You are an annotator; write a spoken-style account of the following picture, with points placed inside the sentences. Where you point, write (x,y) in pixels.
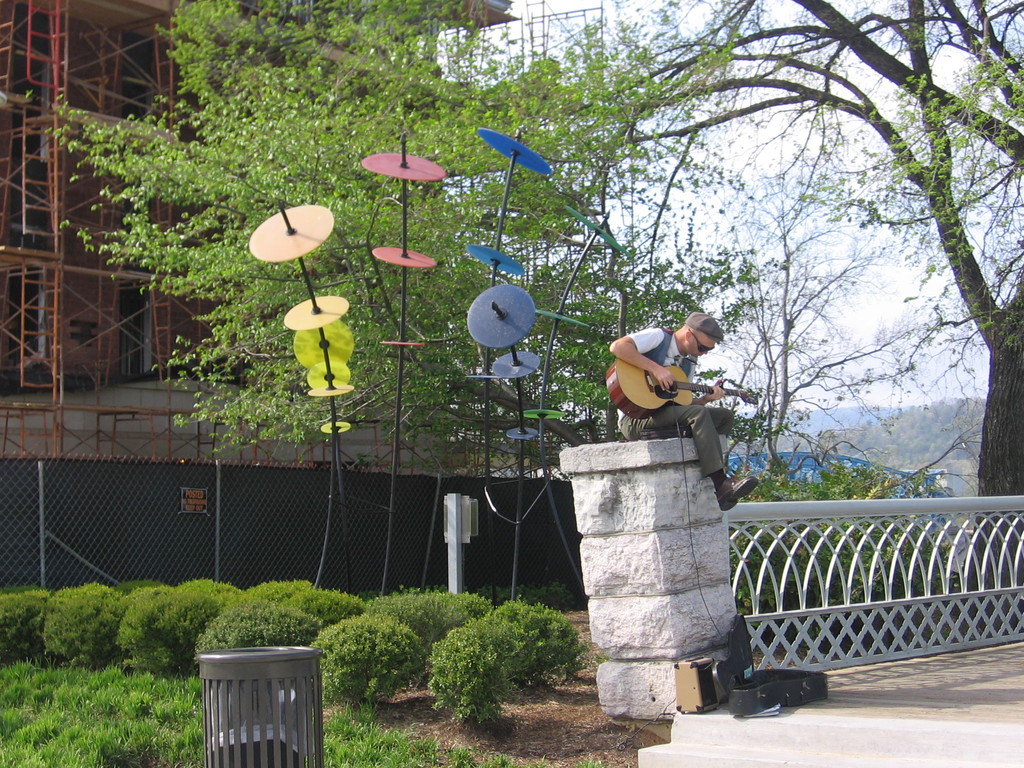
In this picture there is a man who is sitting in a pillar (627,470) by playing a guitar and there is a speaker (714,663), a guitar case (732,657), a side walk way (882,698), plants (287,616), grass (74,763), dustbin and there are some poles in which there are sheet type circular Cd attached to it and at the back ground (150,394) there is a building (204,438), tree (186,54), a mountain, sky (819,394) covered with clouds (825,39).
